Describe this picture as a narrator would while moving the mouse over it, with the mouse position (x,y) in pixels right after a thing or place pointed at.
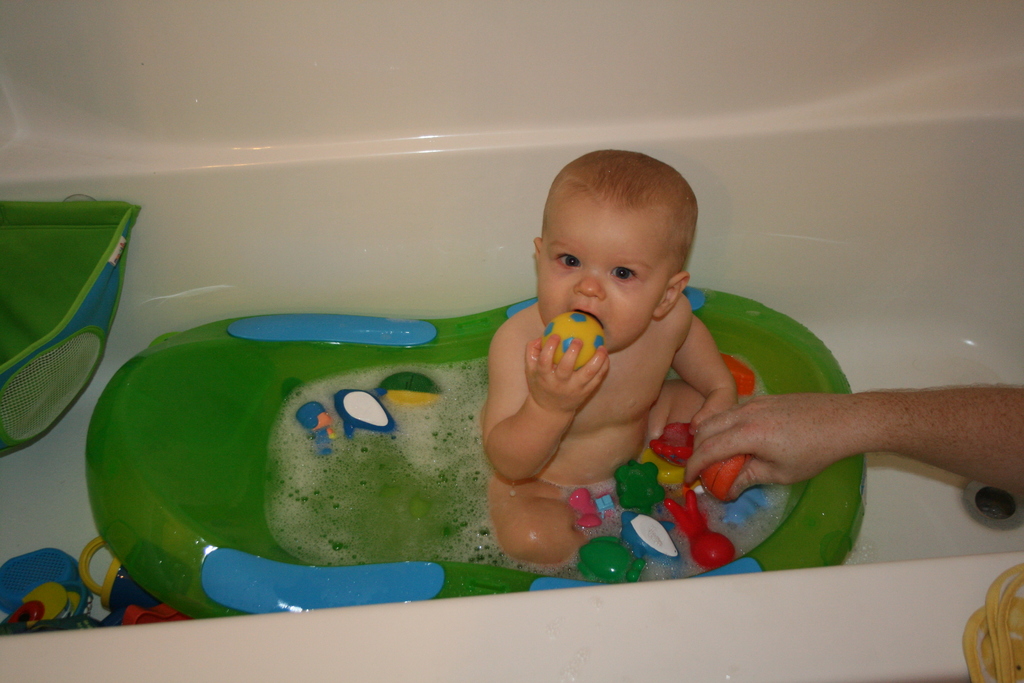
In the image there is a baby (699,391) sitting in water tub (311,329) with many toys (713,539) all around him.
